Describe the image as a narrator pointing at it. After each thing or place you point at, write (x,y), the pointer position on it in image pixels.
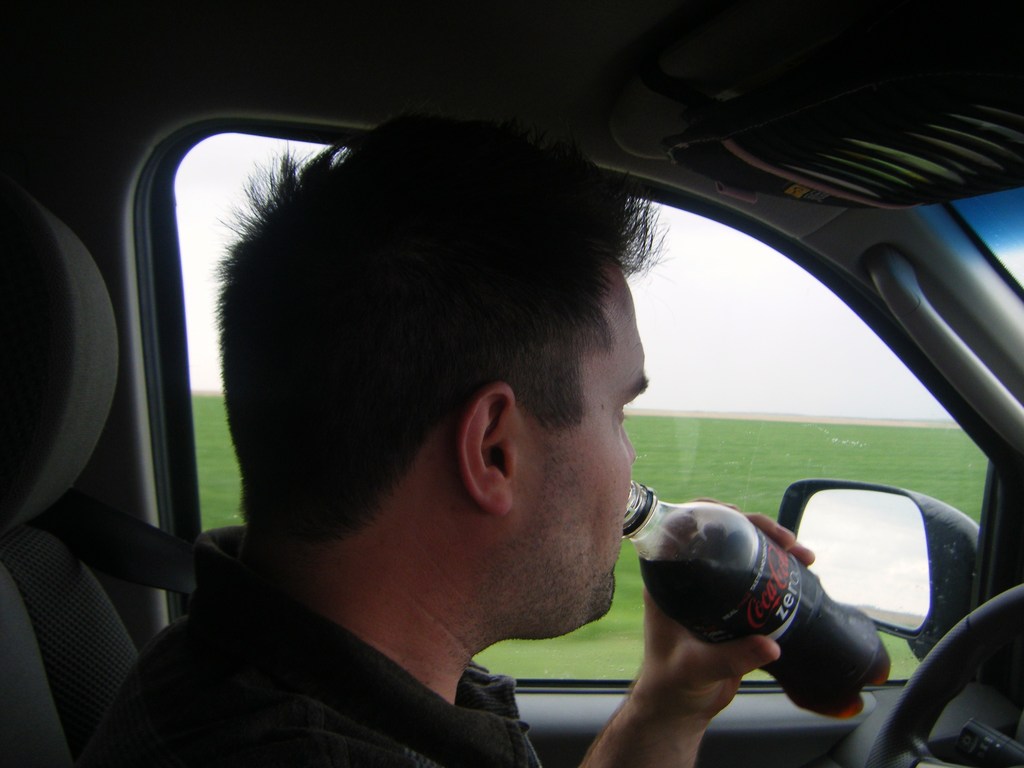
I could see a person (536,478) drinking coca cola (710,580) with bottle (689,564) he is inside the car (907,687) holding a steering (929,656). In the background (733,460) i could see the green colored grass (743,443) and cloudy sky (724,316).
